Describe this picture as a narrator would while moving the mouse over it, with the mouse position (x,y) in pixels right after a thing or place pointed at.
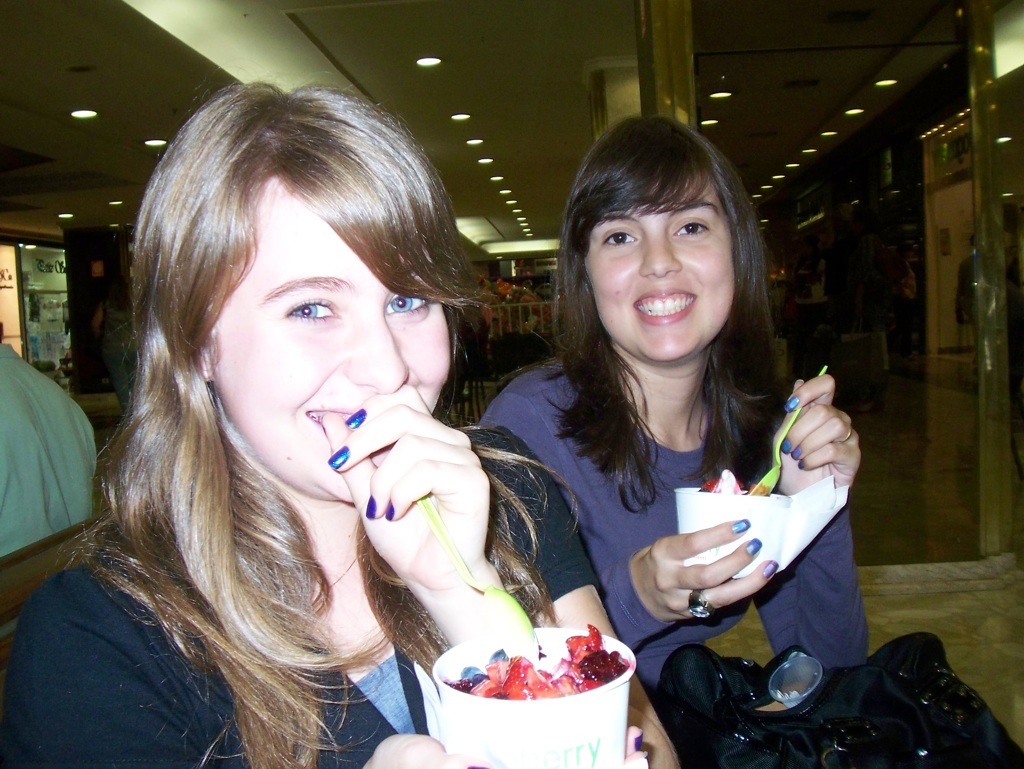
In the foreground of the picture (766,276) we can see two women (478,537) holding cups (696,527), spoons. In the cups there is food item (553,668). On the left (37,435) we can see people (47,443), ceiling (73,184), light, racks (56,294) and other objects (85,250). In the center of the background (541,178) there are people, wall (511,264), ceiling (531,149) and light (518,245). On the right (847,141) there are people (906,281), shops (919,179), ceiling (878,93), light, floor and other objects (984,264).
